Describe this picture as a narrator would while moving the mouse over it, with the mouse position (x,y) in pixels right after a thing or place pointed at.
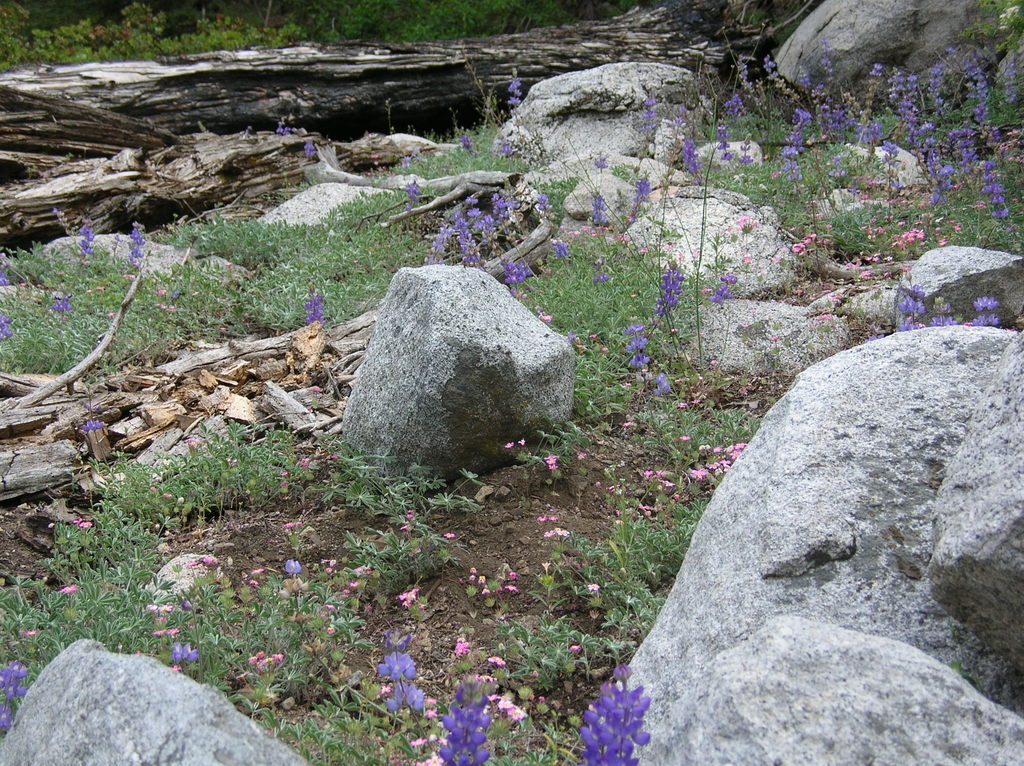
In this image we can see some stones (474,320), grass (272,586), there are some flowers (516,264) which are of violet color, tree poles (261,125) in the background of the image (250,159).
